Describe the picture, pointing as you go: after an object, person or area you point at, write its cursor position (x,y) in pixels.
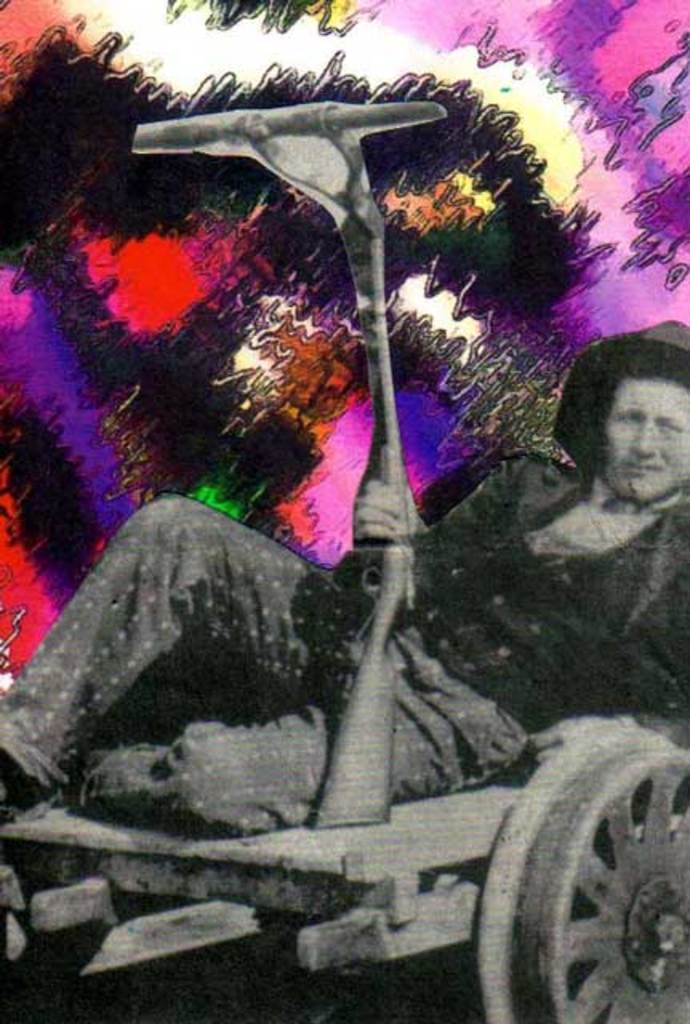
This is an edited photo in this image there is one person (467,645) who is laying on a vehicle (416,849), and he is holding a T-shaped handle (376,433).
